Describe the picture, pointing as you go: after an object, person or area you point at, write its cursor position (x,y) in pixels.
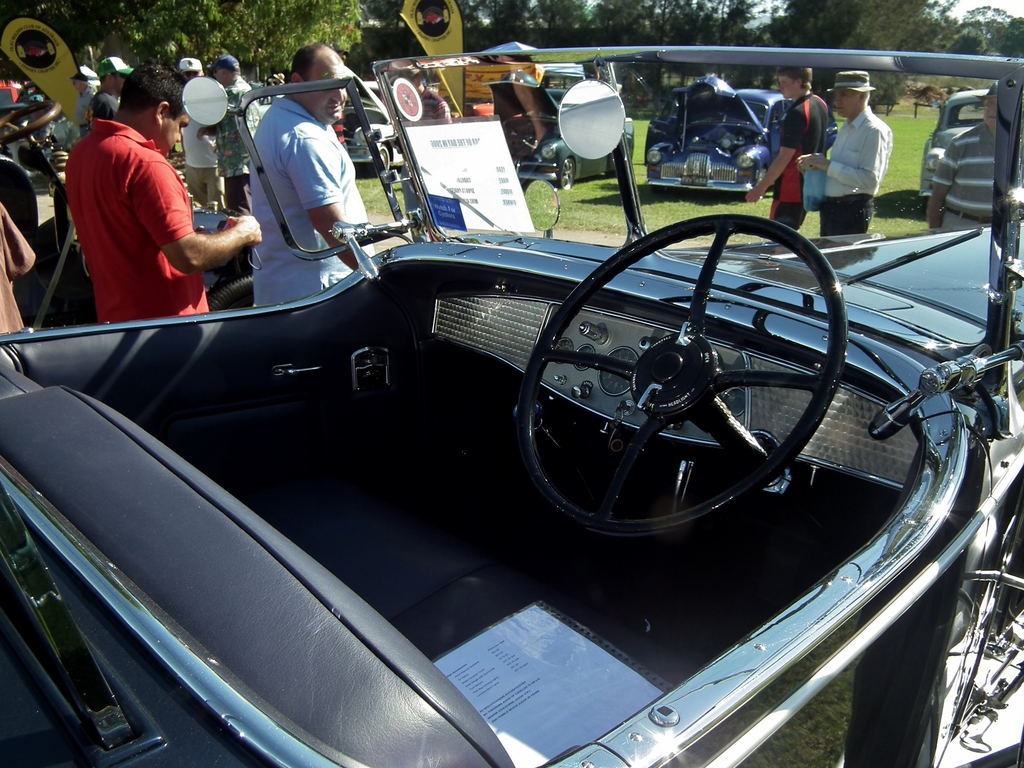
In this image I can see the inner part (290,446) of the vehicle (571,305) and I can also see the steering (670,351). In the background (975,160) I can see the group of people (857,184) standing, few vehicles (518,70), trees (645,43) in green color and the sky (958,12) is in white color.
